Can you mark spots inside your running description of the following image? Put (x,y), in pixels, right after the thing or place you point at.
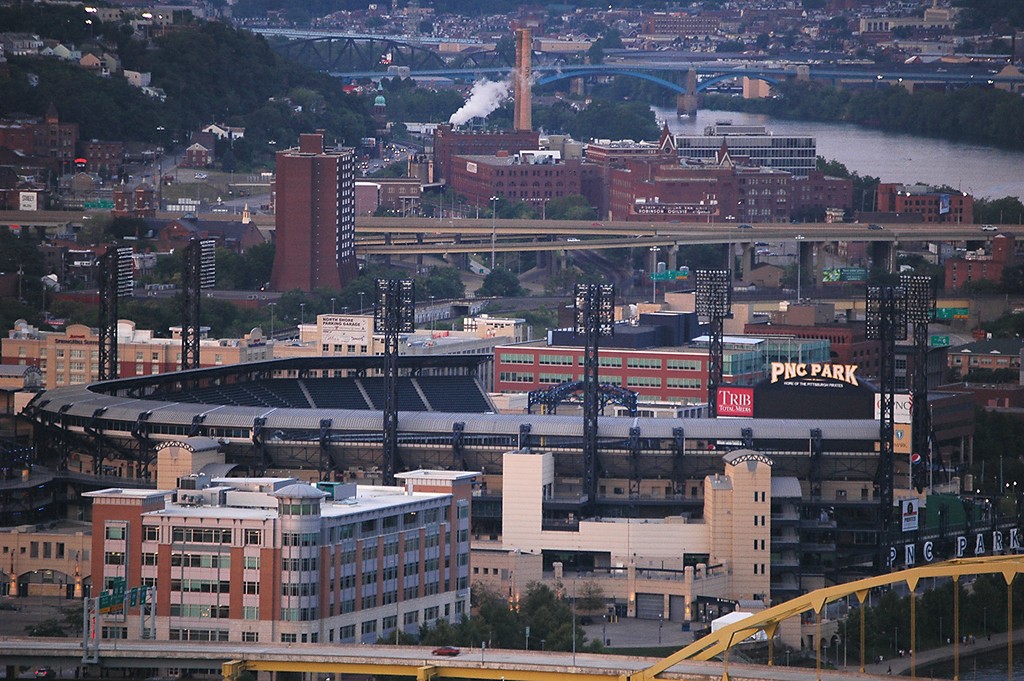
This picture is clicked outside the city (454,530). In this picture, there are many buildings (485,500). In the middle of the picture (442,433), we see a stadium (438,411) and a park (828,416). We even see street lights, towers (126,280) and poles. In the background (243,146), there are trees (227,84) and buildings (473,178). We even see a bridge (893,73). On the right side of the picture (876,151), we see water (886,162). At the bottom of the picture (481,655), we see a red car (456,652) moving on the bridge (317,647).
